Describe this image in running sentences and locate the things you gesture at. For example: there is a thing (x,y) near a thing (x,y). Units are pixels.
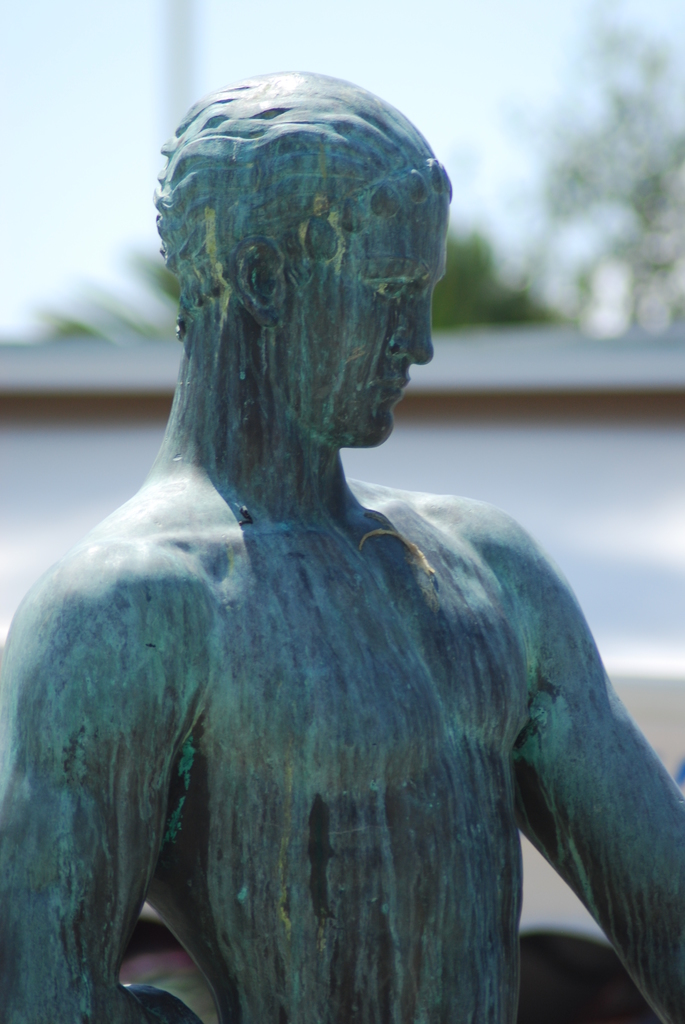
In this image we can see a statue (242,578). In the background (561,440), we can see a white color wall (511,455), trees (470,282) and the sky (109,117).
